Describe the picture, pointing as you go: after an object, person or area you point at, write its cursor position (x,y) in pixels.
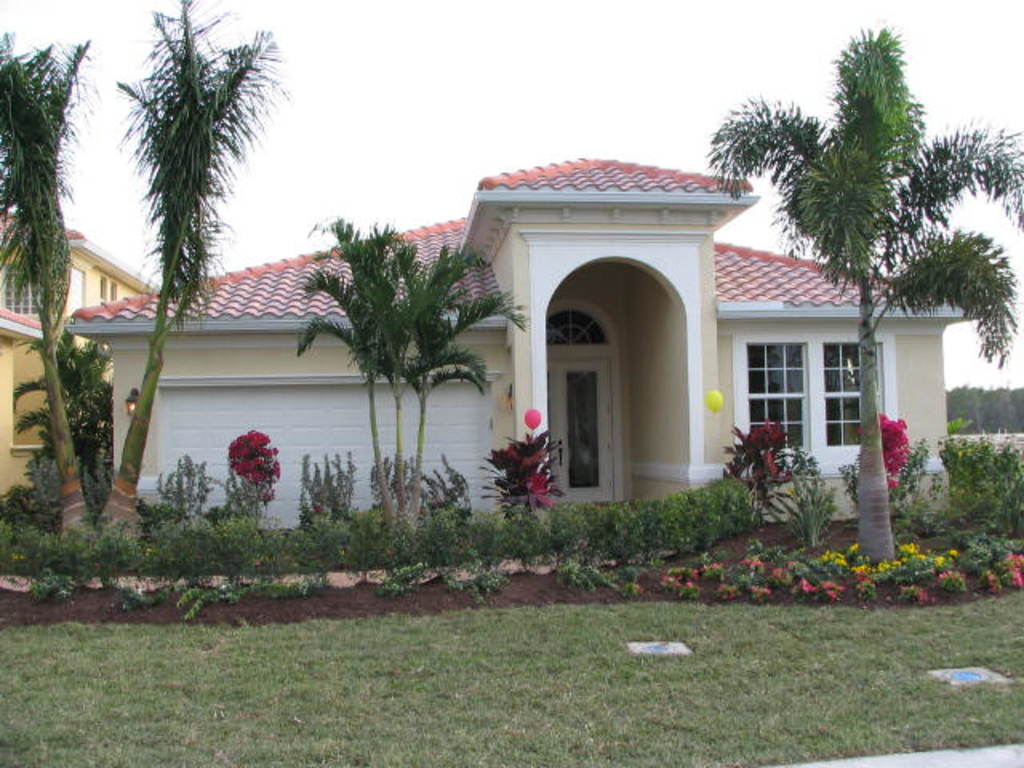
In this image in the center (626,359) there are houses (553,369) trees (59,396), plants (553,518), flowers (746,559). At the bottom (171,703) there is grass (973,604) and also i can see some balloons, and in the background (963,386) there are trees (980,415). At the top of the image (536,132) there is sky (488,143).
